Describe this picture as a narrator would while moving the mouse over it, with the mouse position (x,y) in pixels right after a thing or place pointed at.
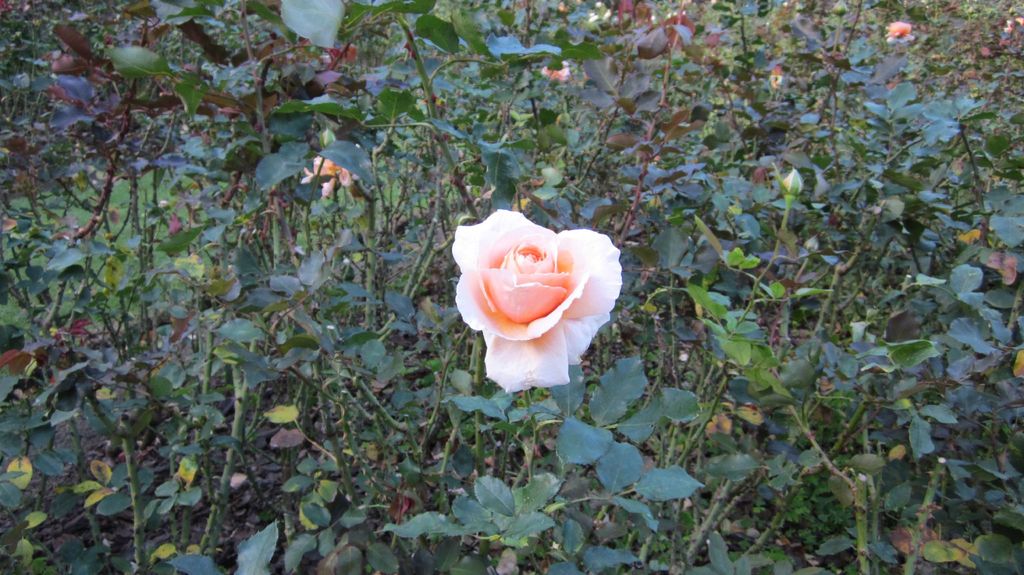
In this picture we can see plants (568,409) with flowers (465,256) on the ground (78,426).
